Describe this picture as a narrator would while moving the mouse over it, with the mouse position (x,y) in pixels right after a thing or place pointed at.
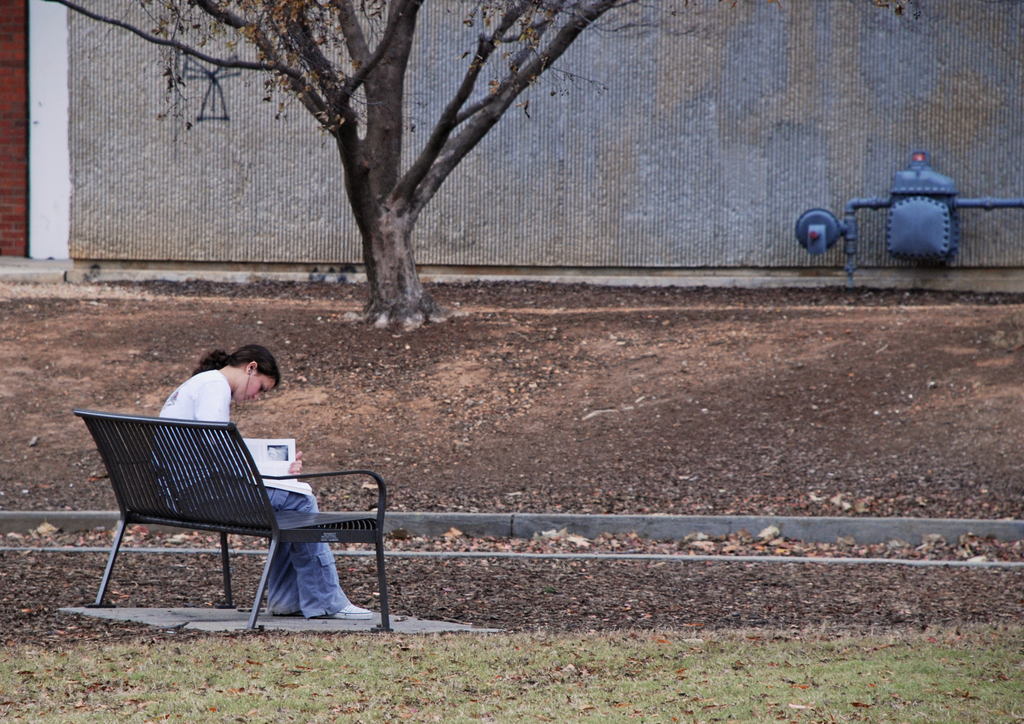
In this image a woman (217,403) sitting on a bench (269,526), in the background (221,146) there is a wall (118,51), in the top right (929,226) there is a pipe machine (913,208).
